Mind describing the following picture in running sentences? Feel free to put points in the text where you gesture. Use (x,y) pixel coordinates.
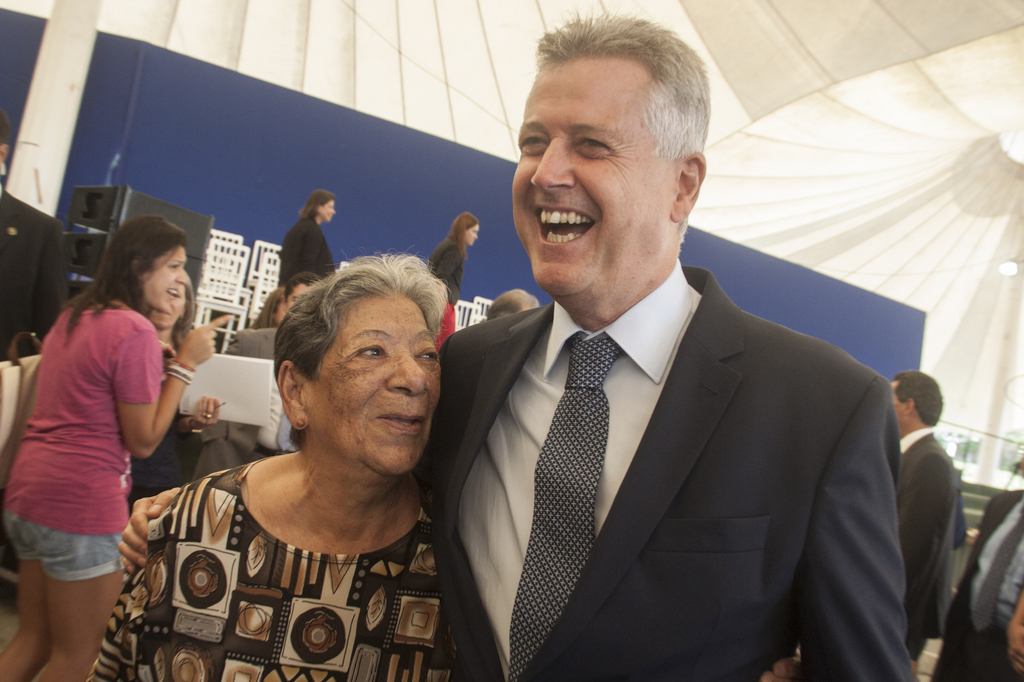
In this image we can see people (756,633), chairs (240,245), devices (145,207), tent (913,207), poles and things (246,359).
